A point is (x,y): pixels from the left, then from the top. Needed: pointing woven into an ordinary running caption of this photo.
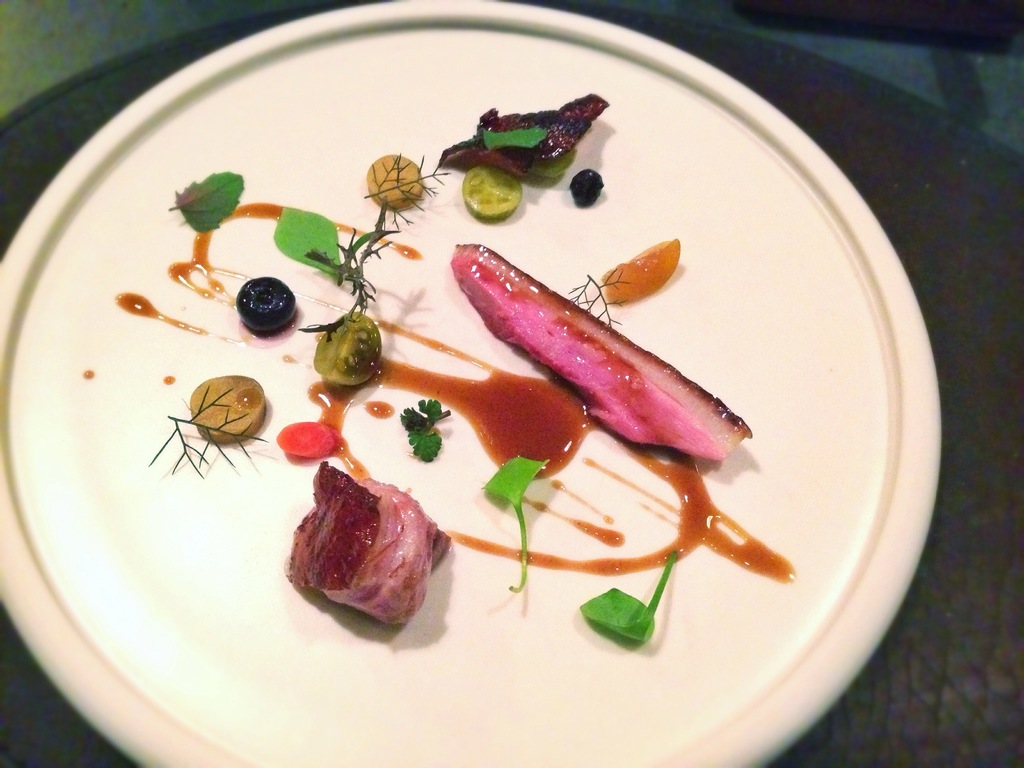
In this image, we can see some food items (415,381) on a plate (781,615) placed on the surface (964,742).
